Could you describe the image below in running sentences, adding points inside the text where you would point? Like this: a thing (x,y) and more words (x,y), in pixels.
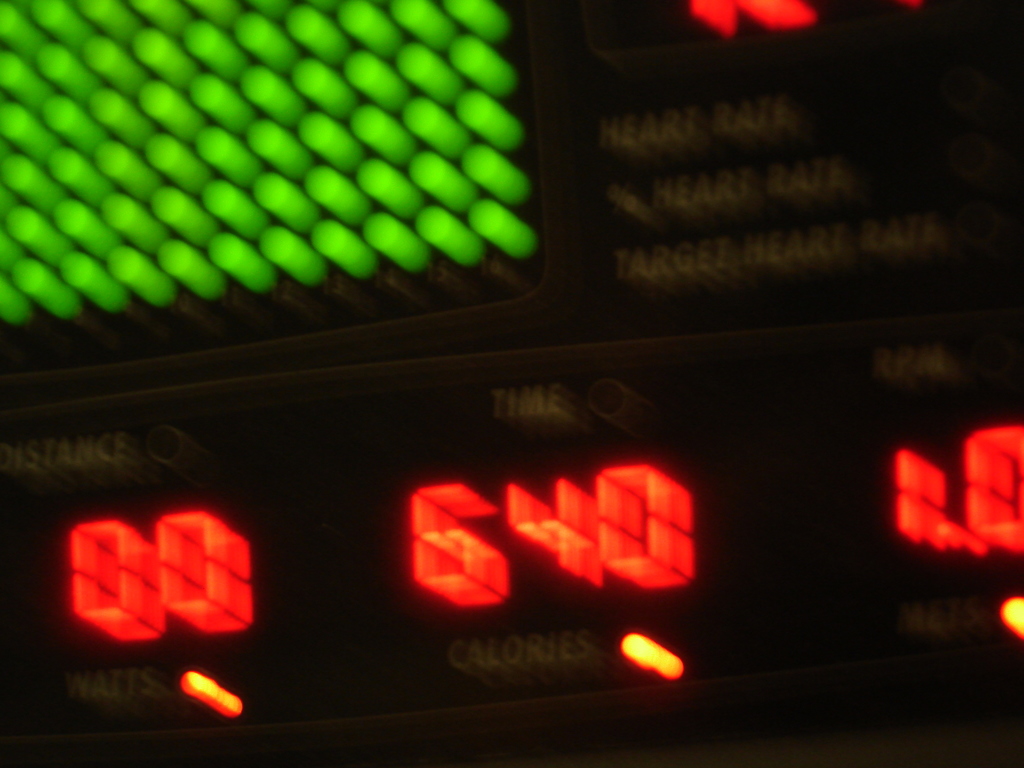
This is an image of a measuring meter (479,469) and here we can see text (428,561) with lighting (179,561).
